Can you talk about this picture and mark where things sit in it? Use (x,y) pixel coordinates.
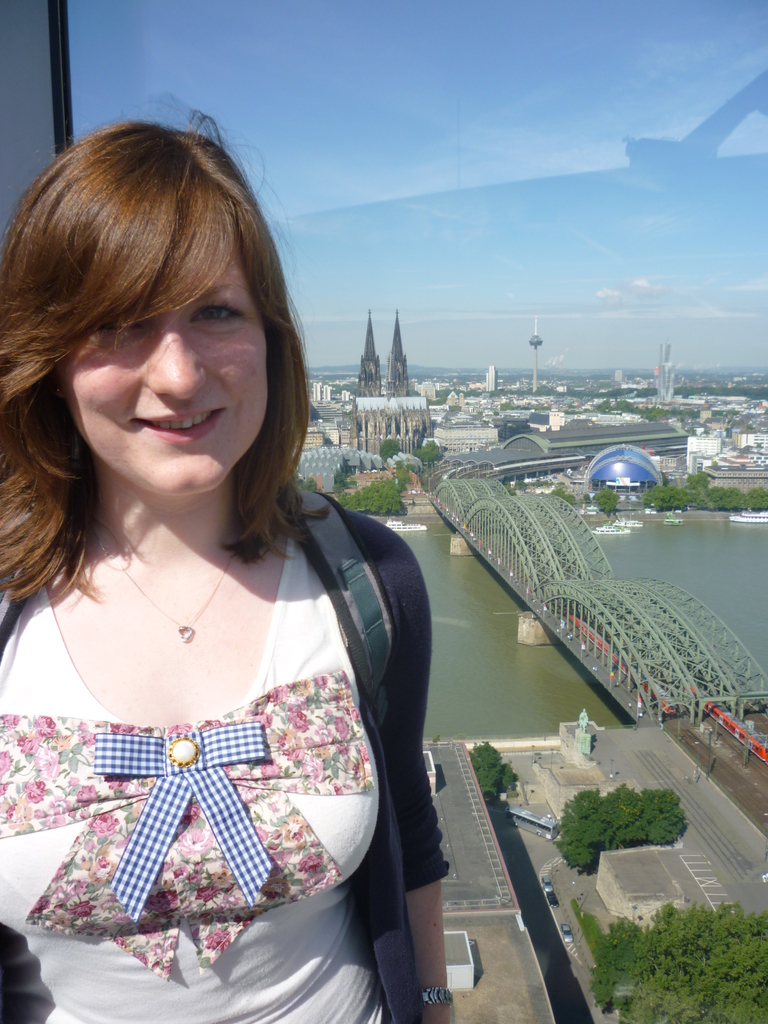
In the image there is a woman (419,697) standing in front of a glass window (455,6). Behind the glass (666,435) there is a bridge (693,674), trees (670,791), river (537,650) and behind the bridge (583,574) there are many buildings (413,396) and some architectures (620,454).
